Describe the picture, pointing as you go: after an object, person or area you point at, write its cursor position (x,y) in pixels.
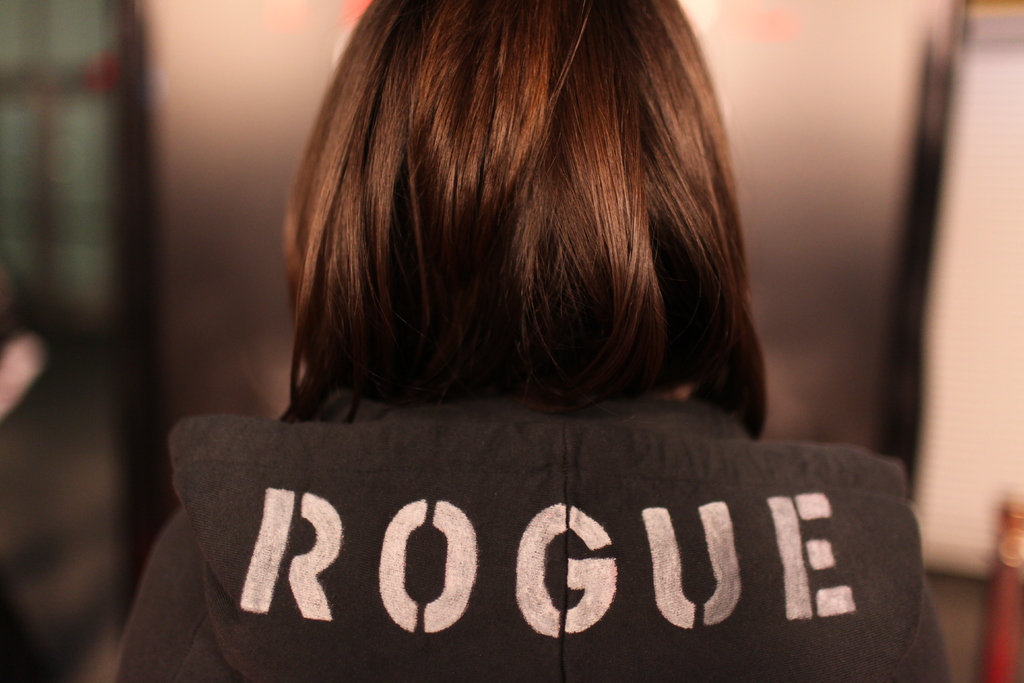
In this image in front (527,271) there is a person (537,282). Beside her there is a pole (991,661) and the background of the image (845,305) is blur.
